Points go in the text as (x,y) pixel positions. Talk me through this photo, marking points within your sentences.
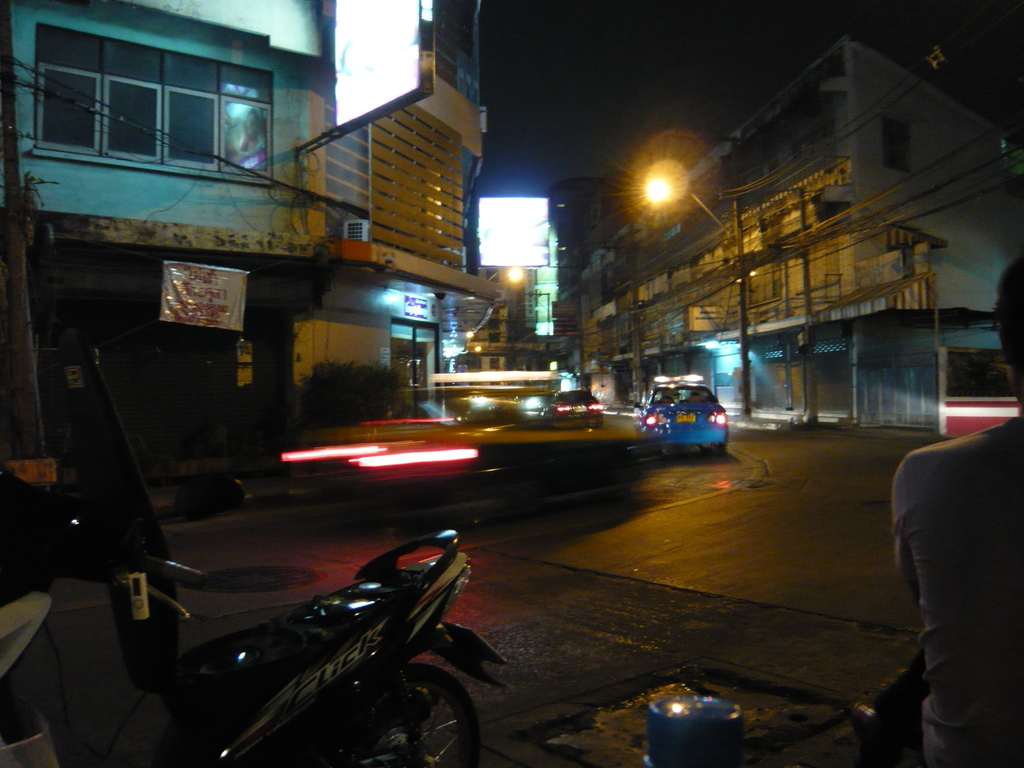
In this image we can see a few buildings (376,274), there are some vehicles (596,409), poles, wires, lights (669,379), doors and a banner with some text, also we can see a person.
